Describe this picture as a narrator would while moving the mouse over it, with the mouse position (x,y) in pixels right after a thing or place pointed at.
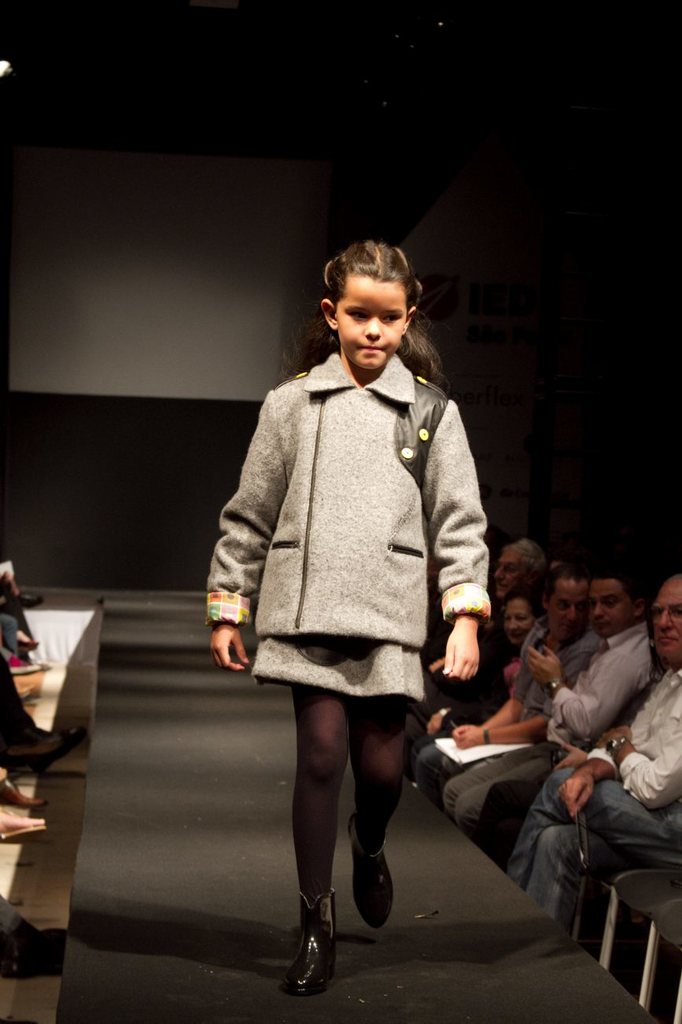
In this image we can see a girl (408,507) is walking on ramp (168,755). Both sides of the image people (568,753) are sitting on chairs (653,903).
